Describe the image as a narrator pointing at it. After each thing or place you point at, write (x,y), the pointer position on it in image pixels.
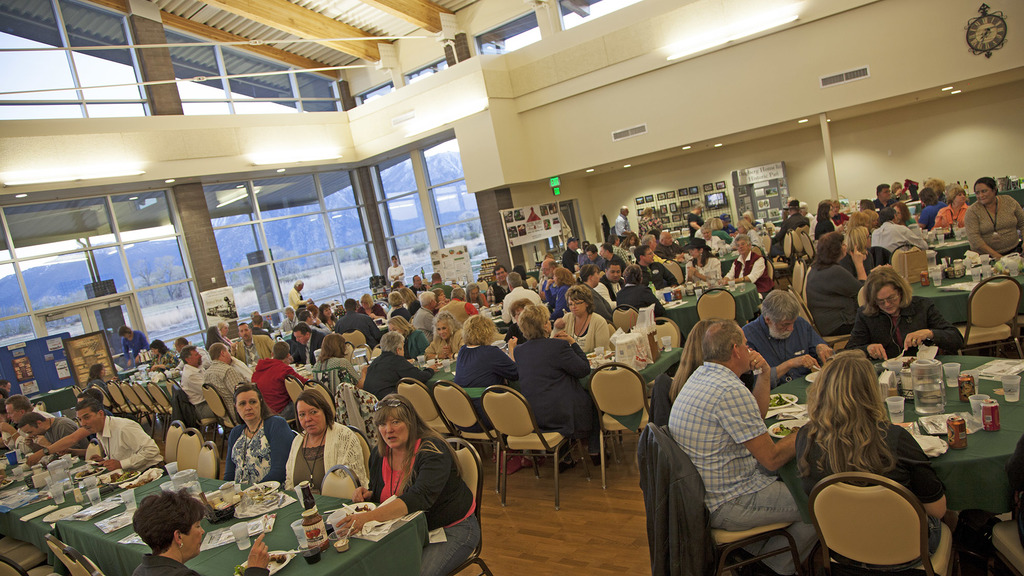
This picture is clicked inside the hall (525,431). In the foreground (284,407) we can see the group of persons (836,388) sitting on the chairs (334,492) and seems to be eating food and we can see the tables (373,549) on the top of which cans (956,435), glasses (953,381), platters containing food items (263,499) and many other objects (934,429) are placed and we can see the group of persons (987,194) seems to be standing on the ground (620,549). In the background (824,194) we can see the wall (901,137), ceiling lights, clock (977,26) hanging on the wall (795,47) and we can see the glasses (273,228) and through the glasses (390,179) we can see the sky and the trees (146,274) and some other objects (45,289) and we can see the pictures (536,216) of some objects (518,218) attached to a white color board (518,234) and we can see some other objects (553,236). At the top (294,33) we can see the metal rods (357,39) and the roof (271,6).
